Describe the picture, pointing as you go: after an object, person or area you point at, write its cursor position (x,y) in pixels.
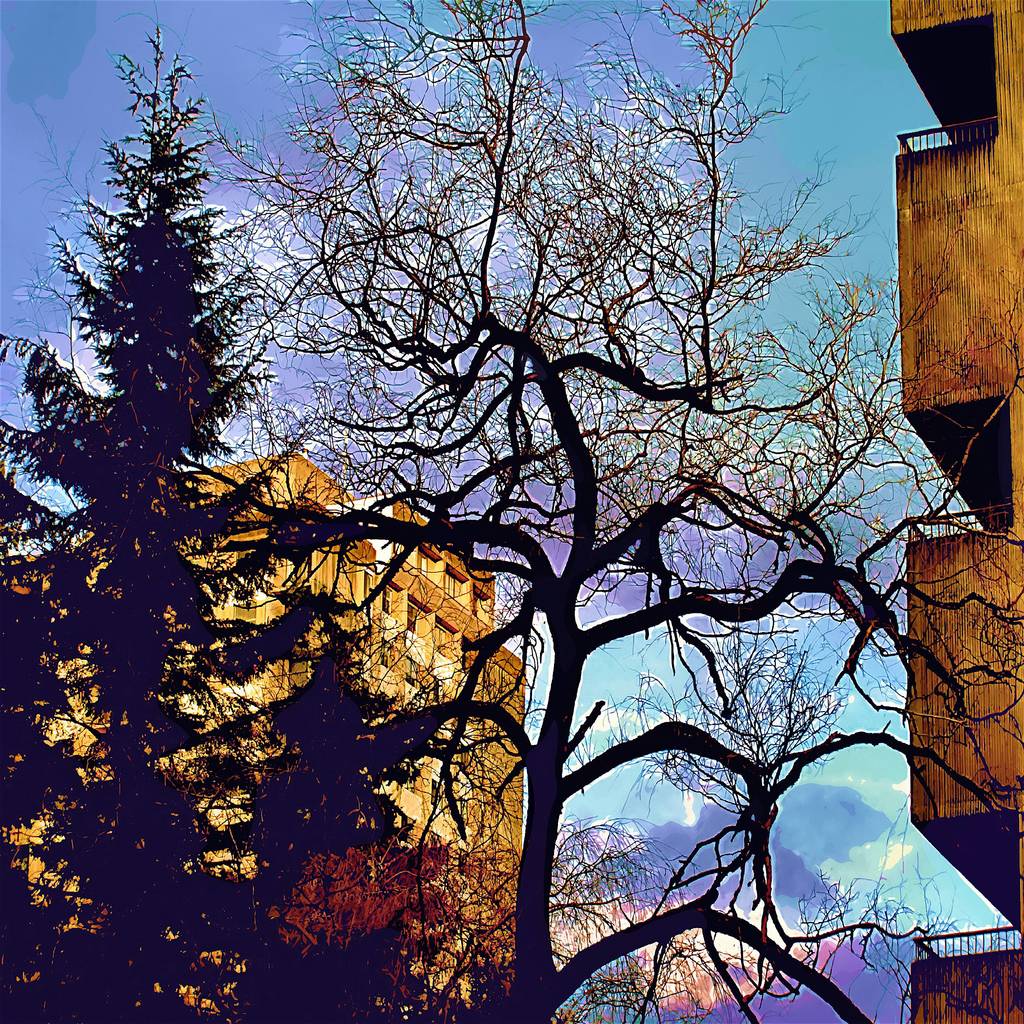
In this image we can see buildings (934,330) on either side of the image, we can see trees (545,769) and the blue color sky (764,693) in the background (677,60).
